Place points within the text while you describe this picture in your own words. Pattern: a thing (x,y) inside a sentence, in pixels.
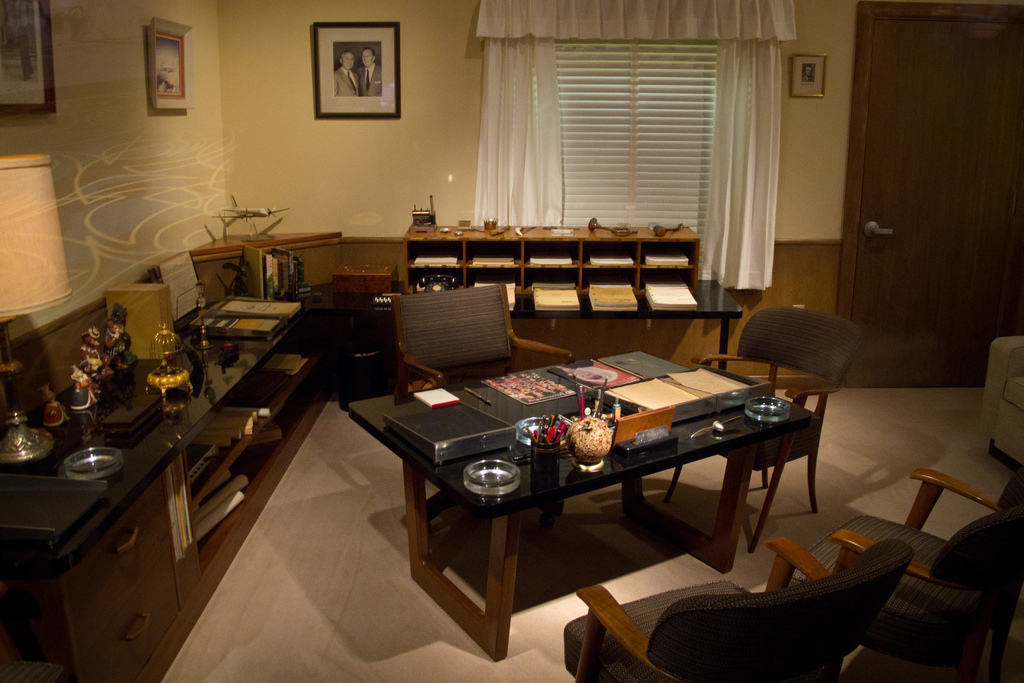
On the table (742,430) this is box (623,425), this container (508,467), this is pen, this is sticky notes (454,397), that are books (654,402) and around the table (762,425) there is chair (821,360), on the desk (159,498) there is lamp (46,445), container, sculpture (115,356), books (265,293) and there is small shelf (536,255) in the background (420,157) there is wall (294,155) with frames (344,92) with two persons (371,79) standing and a window (609,168) with curtains (501,136) and the door (933,171).
